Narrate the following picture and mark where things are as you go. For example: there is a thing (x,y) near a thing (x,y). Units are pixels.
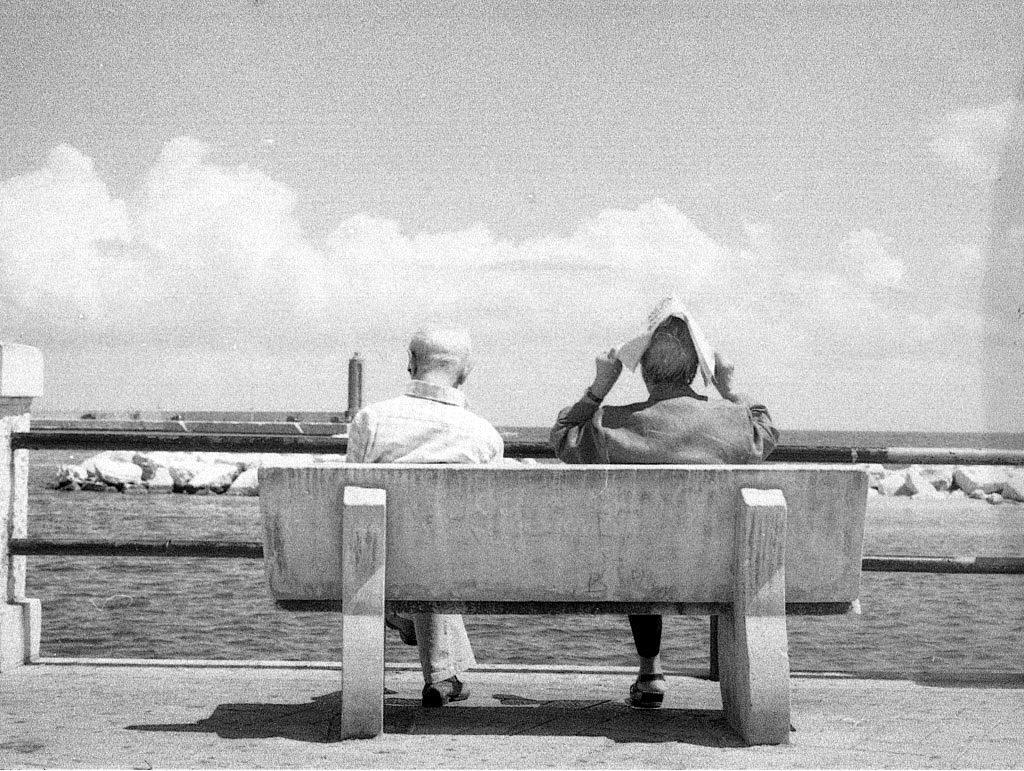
In this image in the center (426,432) there are two persons (433,447) who are sitting on chair (471,563). On the background (402,143) there is sky (251,117), and in the bottom (159,567) there is a river (883,599) and some stones (208,468) are there.
